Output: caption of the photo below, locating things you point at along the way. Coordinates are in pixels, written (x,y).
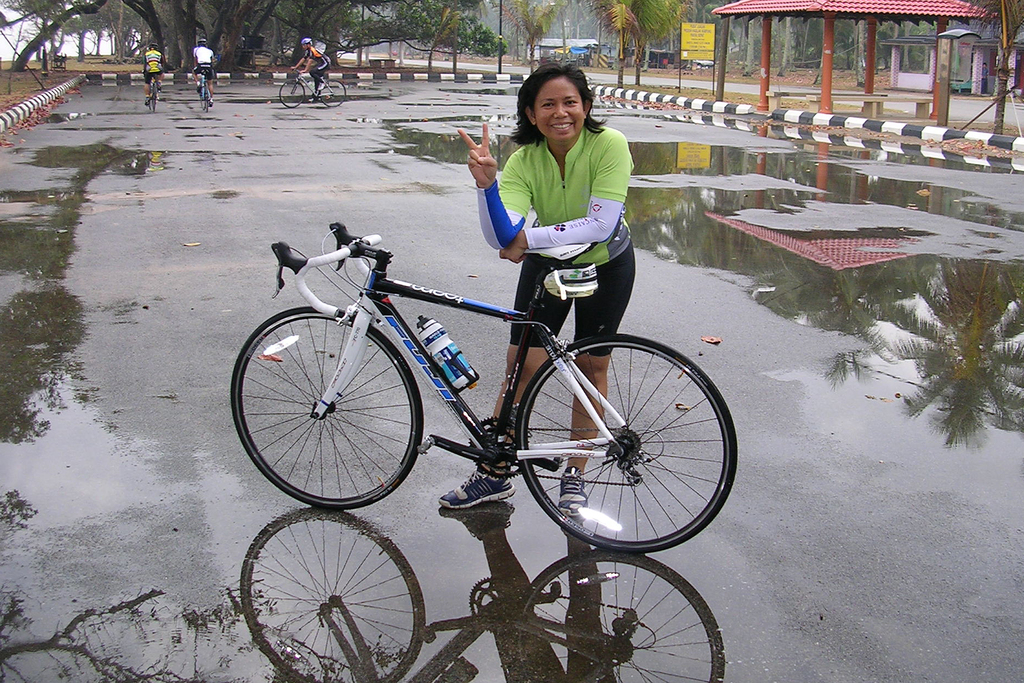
In this picture there is a woman (519,121) standing and smiling, in front of her we can see a bicycle (419,371) on the road (438,544) and we can see water (386,546), on the water (30,386) we can see reflection (56,353) of trees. In the background of the image (150,100) there are people (156,69) riding bicycles (155,86) and wore helmets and we can see trees (646,7), board (710,39), sheds (746,10) and poles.
